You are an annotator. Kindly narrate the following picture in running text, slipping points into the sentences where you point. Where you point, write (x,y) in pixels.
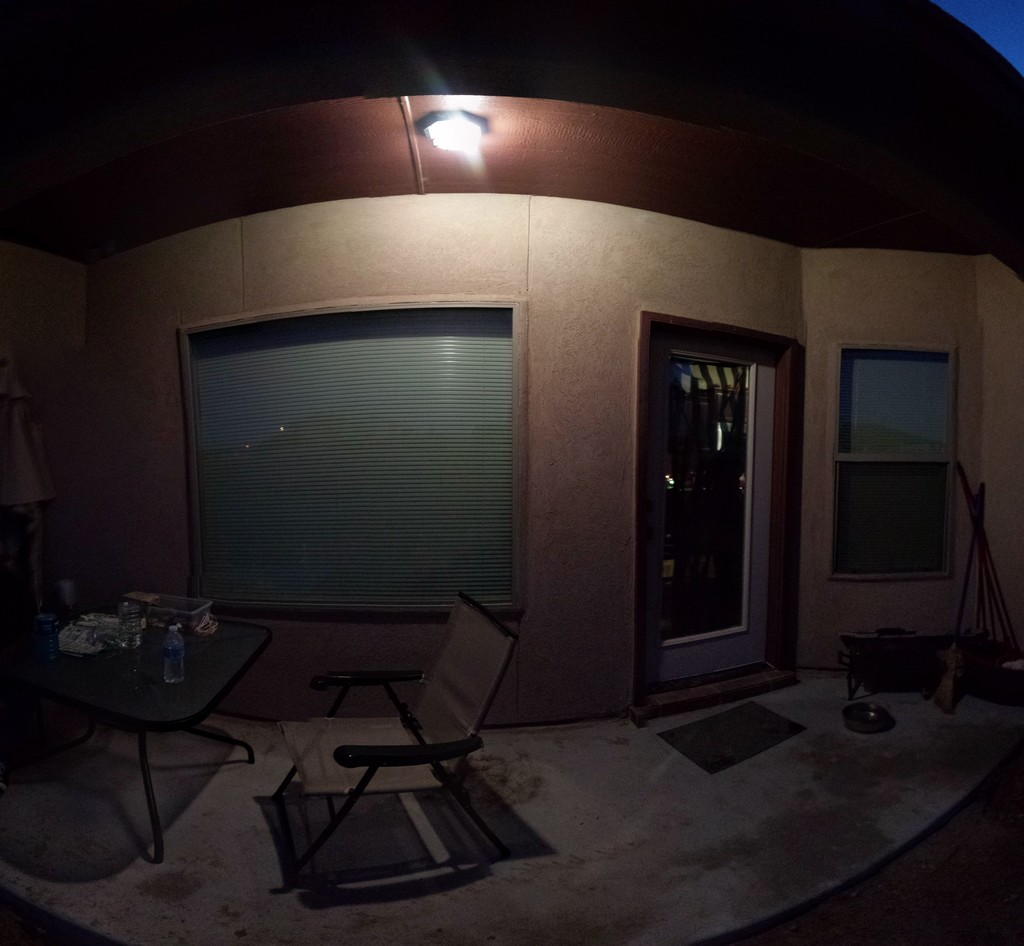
There is a table (143,753) and a chair (355,749) on the left side of the image (182,700), there are bottles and other objects (92,640) on the table (221,654). There is a door (712,470), window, other objects (890,648), light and shutter (304,411) in the background (450,393).
